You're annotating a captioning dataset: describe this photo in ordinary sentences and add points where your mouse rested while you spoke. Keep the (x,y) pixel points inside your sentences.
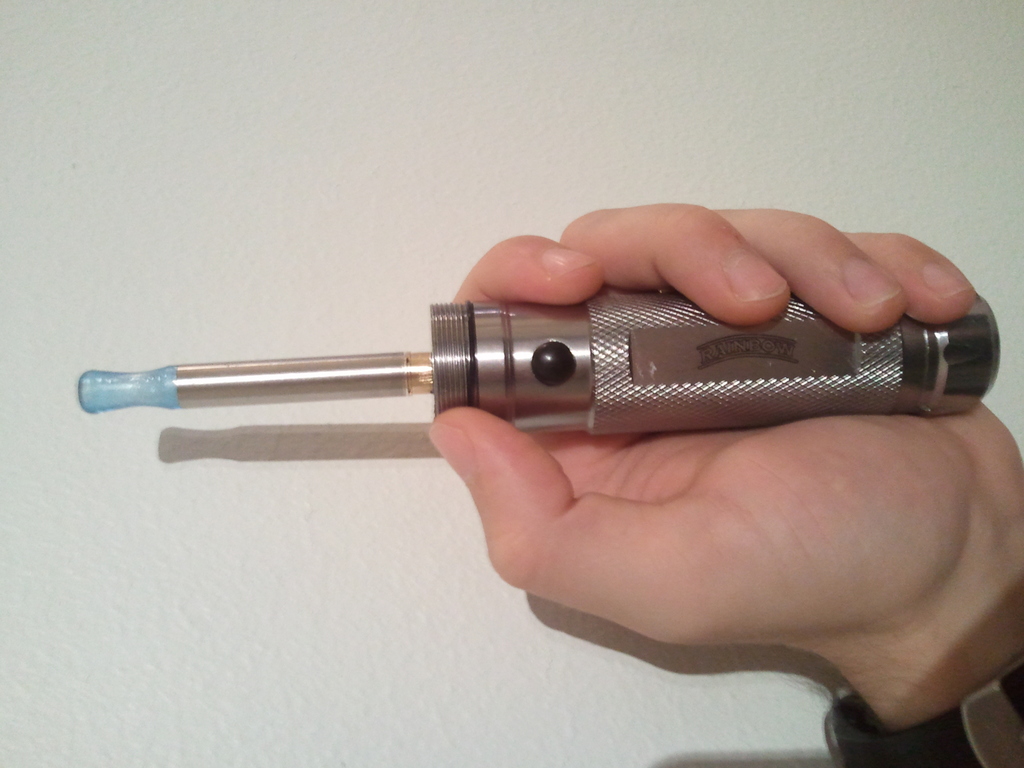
In this image I can see the person (697,498) is holding the object (798,346). Background (1010,345) is in white color.
